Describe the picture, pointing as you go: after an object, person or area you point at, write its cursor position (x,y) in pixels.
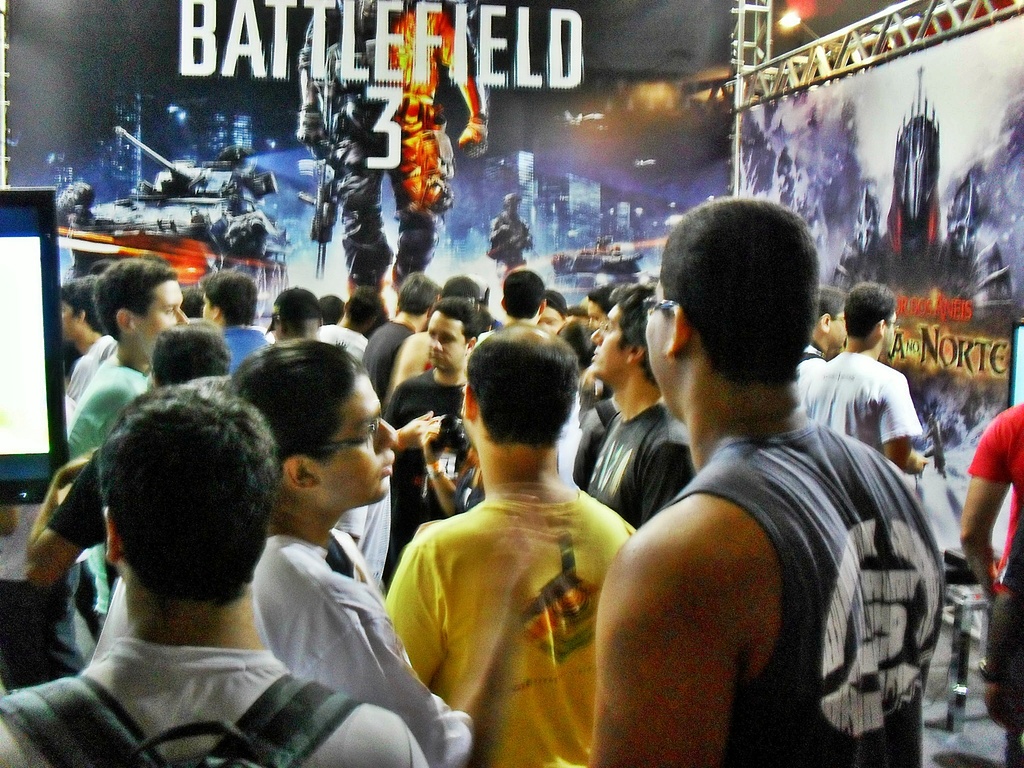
In this image, we can see a group of people (148,518). On the left side (52,409), we can see a monitor screen (24,403). Background (869,200) we can see posters (725,176), rods (764,54).
